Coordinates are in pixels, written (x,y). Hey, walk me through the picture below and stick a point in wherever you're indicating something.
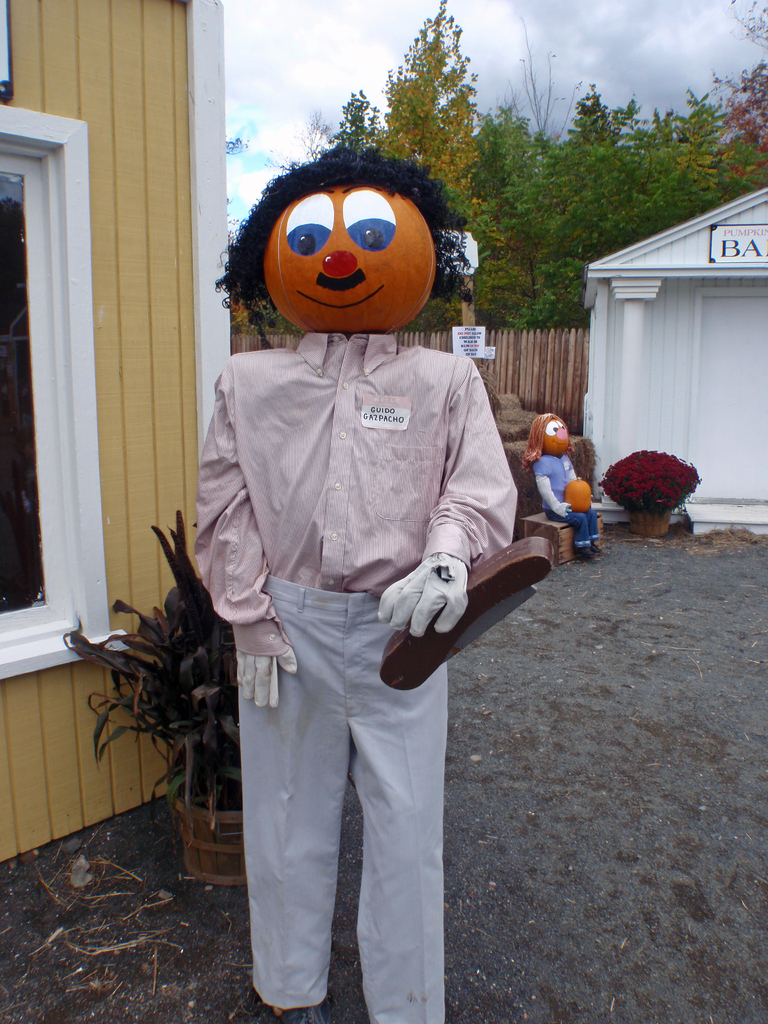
In the foreground of this picture (371,539), there is a toy person (336,688) standing. In the background (224,725), we can see plants (183,626), building (137,320) trees (517,160), an another toy (539,433) sky (290,63) and the cloud (331,80).
